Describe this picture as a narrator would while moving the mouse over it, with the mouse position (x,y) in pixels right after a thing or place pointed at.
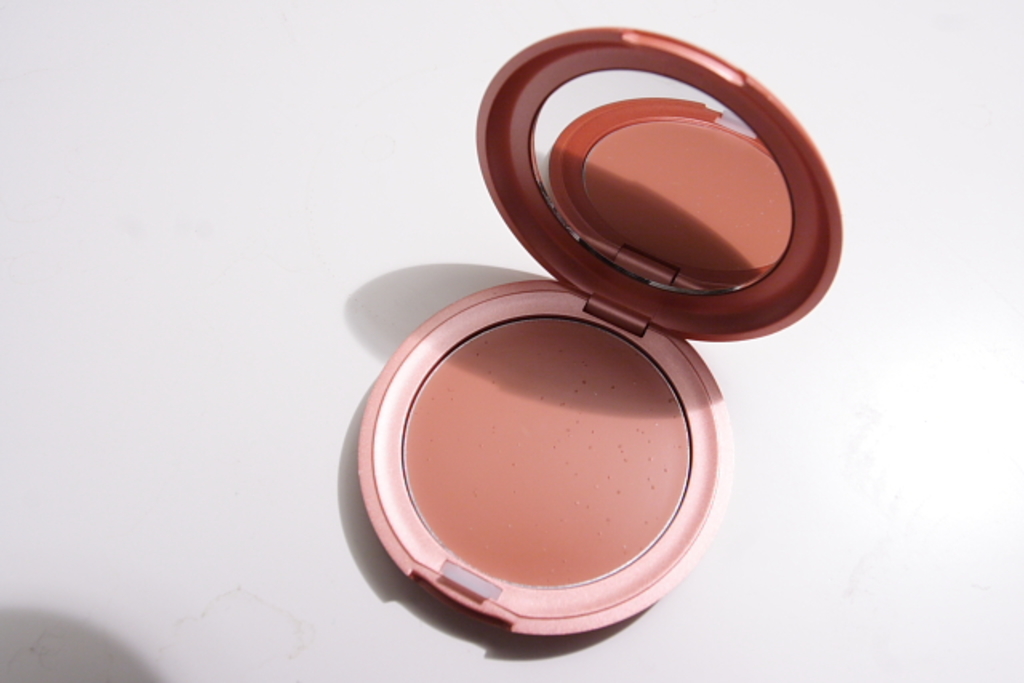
In the center of the image (572,422) we can see a compact powder (486,407) placed on the table (325,612).
